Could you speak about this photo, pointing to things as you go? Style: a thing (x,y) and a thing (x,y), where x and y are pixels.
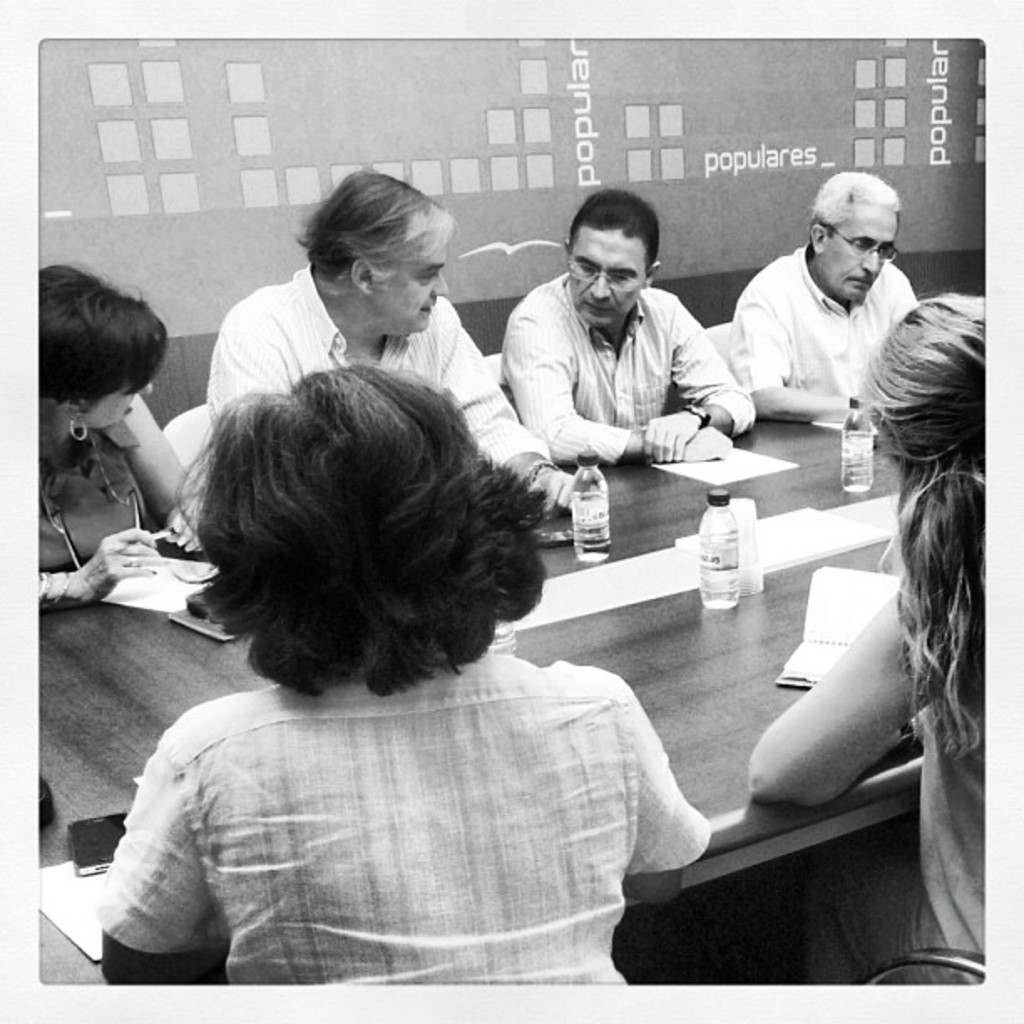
This is a black and white picture. On the background (564,141) we can see a board (593,167). Here we can see persons (295,398) sitting on chairs (212,419) in front of a table (813,434) and discussing. On the table (696,483) we can see papers (748,456), book (842,608), water bottles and also mobile (115,829).
